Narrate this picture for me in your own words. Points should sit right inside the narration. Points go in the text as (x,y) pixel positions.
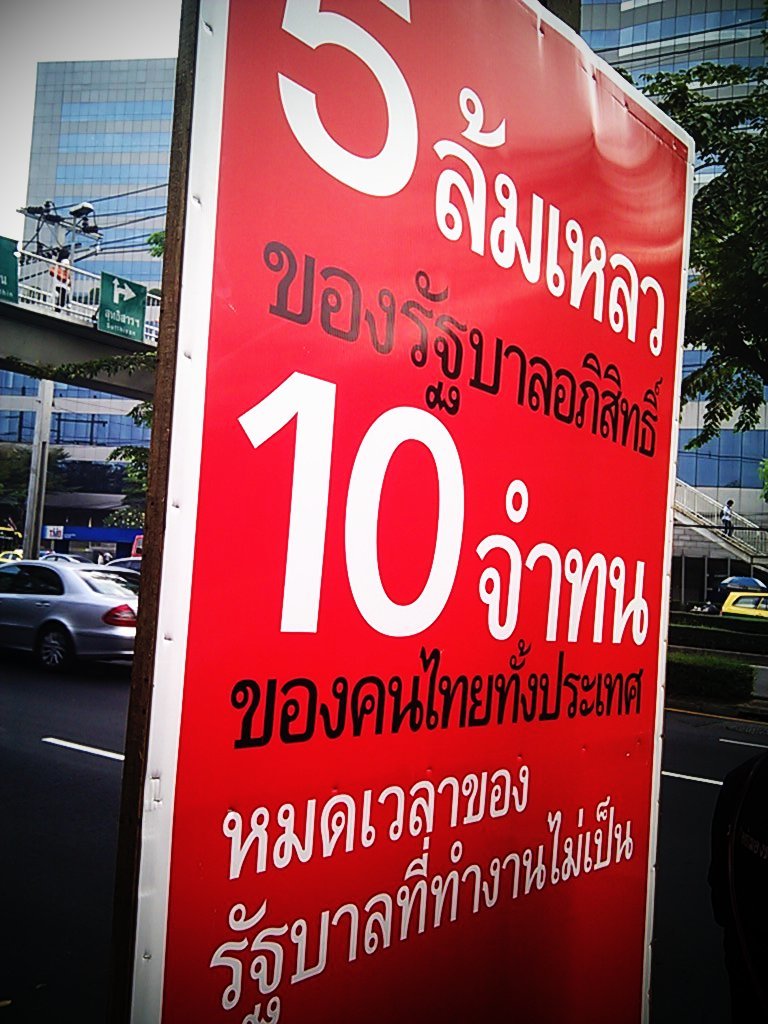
In this image, we can see a board (443,797) with some text (431,792). There are a few vehicles (64,651). We can also see the fence (54,302) with some sign boards (102,318). There are a few people (60,287). We can see some buildings (77,502) and the sky (110,55). There are some trees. We can see a pole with some wires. We can also see the ground (25,706).
